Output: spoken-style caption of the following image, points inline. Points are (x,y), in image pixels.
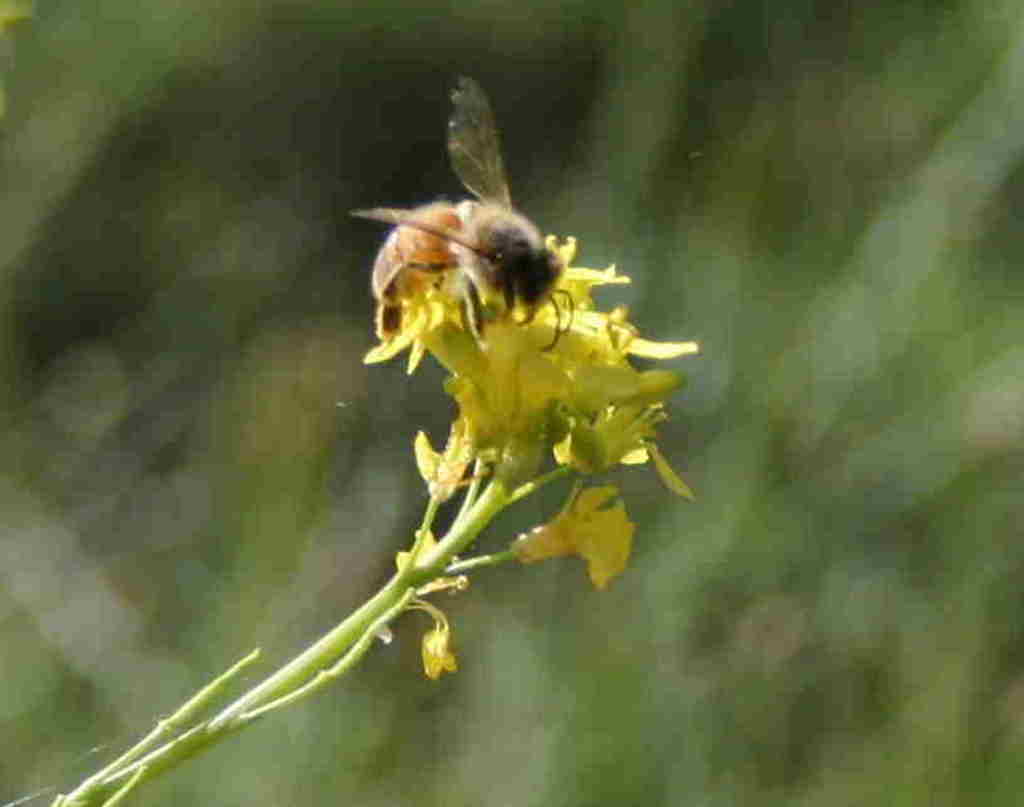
In this picture I can see a honey bee (477,281) on the flowers (476,413).
